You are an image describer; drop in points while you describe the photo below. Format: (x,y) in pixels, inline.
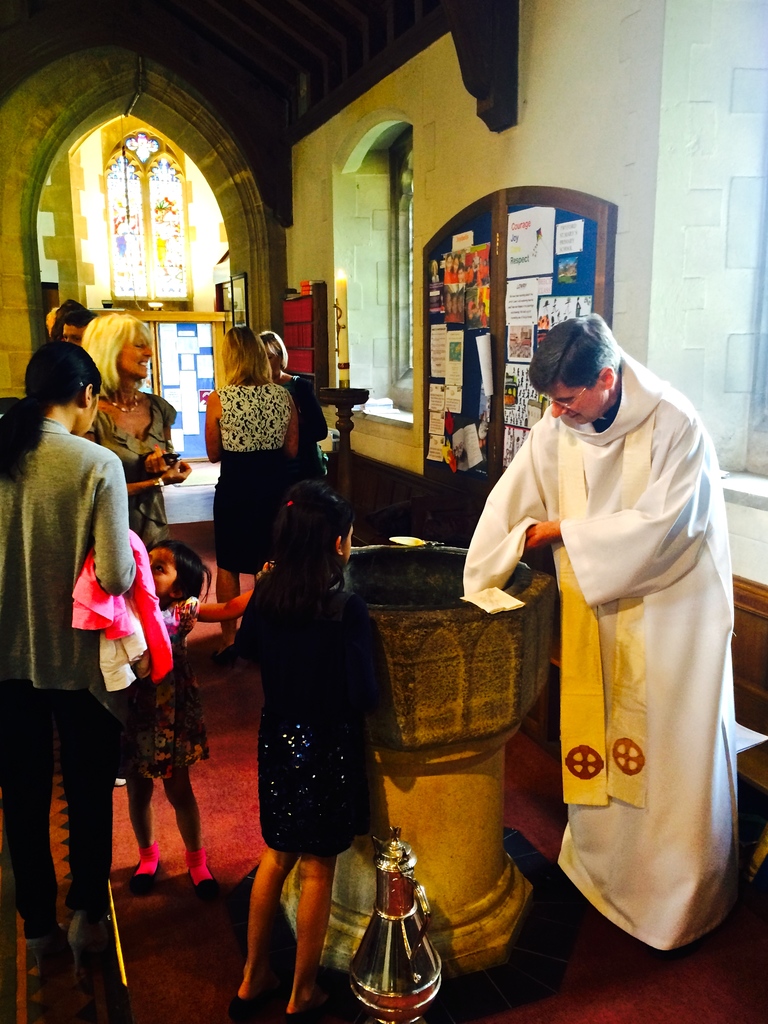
In this image we can see a group of people (293,455) standing on the ground (533,830). In the foreground (422,818) we can see a vessel (392,938), a baptismal font (458,882), poles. In the background (545,312), we can see a group of photos (453,289) on a board (531,313) with some text (513,302), windows (350,226), arch (49,93) and a stained glass (175,232).
